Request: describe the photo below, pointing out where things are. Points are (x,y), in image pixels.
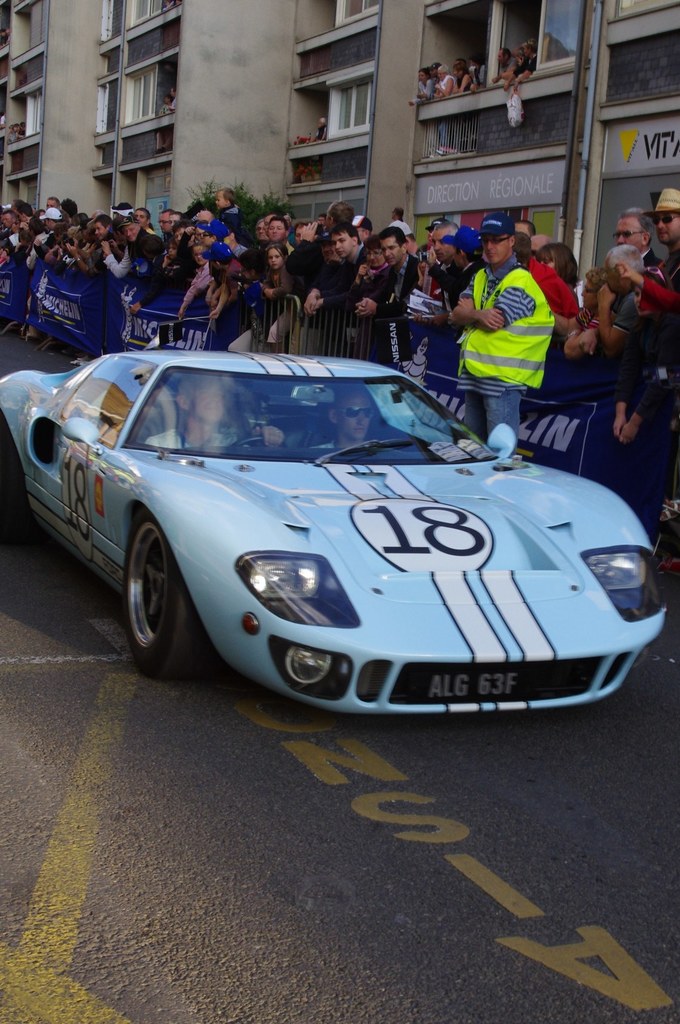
This picture shows a blue car (158,505) and we see few people (474,241) are standing and watching. Few of them wore caps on their heads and we see a building (75,135) and a tree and we see few people (441,93) watching from the windows (362,88) of the building (214,72).
